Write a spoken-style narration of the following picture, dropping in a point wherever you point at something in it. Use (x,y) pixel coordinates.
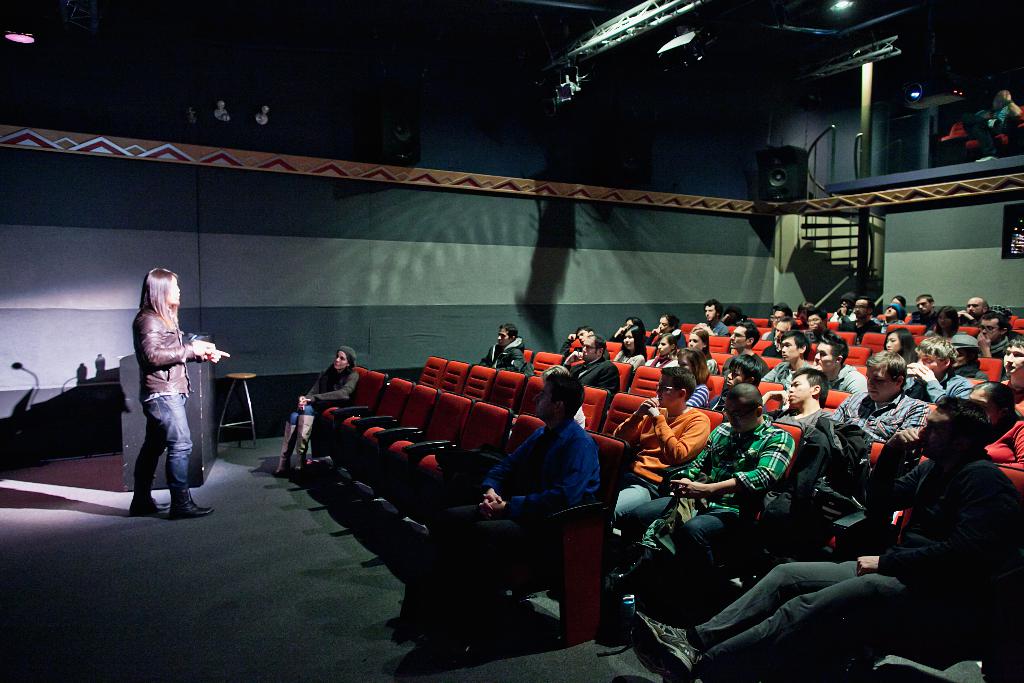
In this picture I can observe a woman (168,388) standing on the floor (120,624) on the left side (160,512). In front of her I can observe some people (731,416) sitting on the chairs (589,406). There are men (573,366) and women (888,348) in this picture. In the background (492,264) there is a wall (440,241).
